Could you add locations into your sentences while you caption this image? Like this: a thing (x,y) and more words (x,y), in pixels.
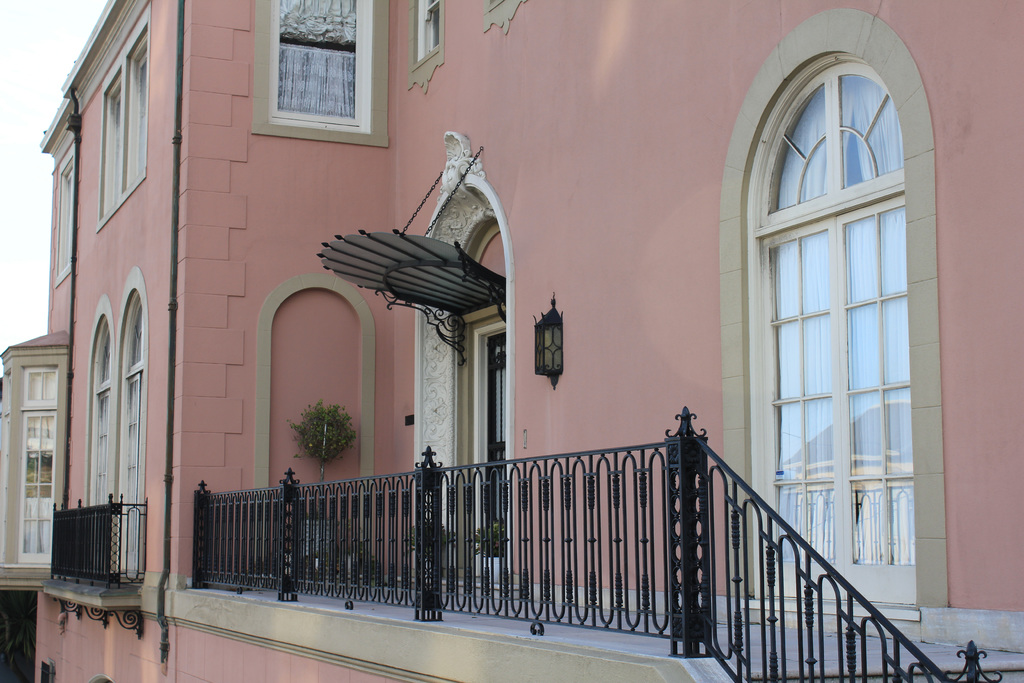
In this image there is a building (80,472) and we can see railings (77,541). There is a houseplant (335,407). In the background (15,234) there is sky (19,179). We can see windows (125,124).
